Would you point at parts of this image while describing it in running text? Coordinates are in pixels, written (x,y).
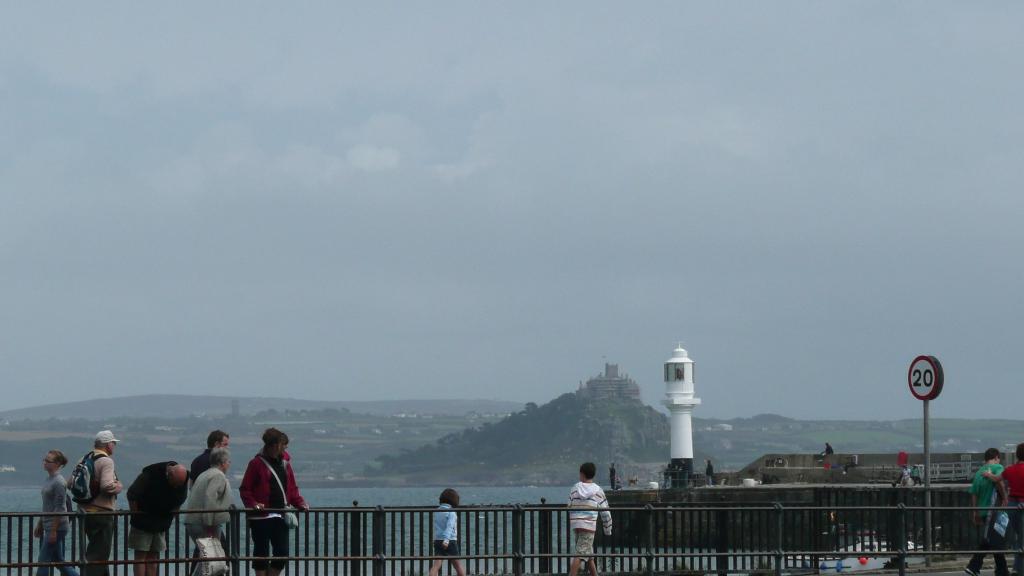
In this image, on the right side (1021,457), we can see two men (1010,467) and a pole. On the left side (257,536), we can see a group of people (56,548). In the middle of the image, we can see two kids (584,547) are walking. In the background (644,448), we can see metal grill (74,565), a group of people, rocks (641,417), trees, mountains (725,425). At the top (777,119), we can see a sky (778,118), at the bottom (401,491), we can see a water (375,498).
